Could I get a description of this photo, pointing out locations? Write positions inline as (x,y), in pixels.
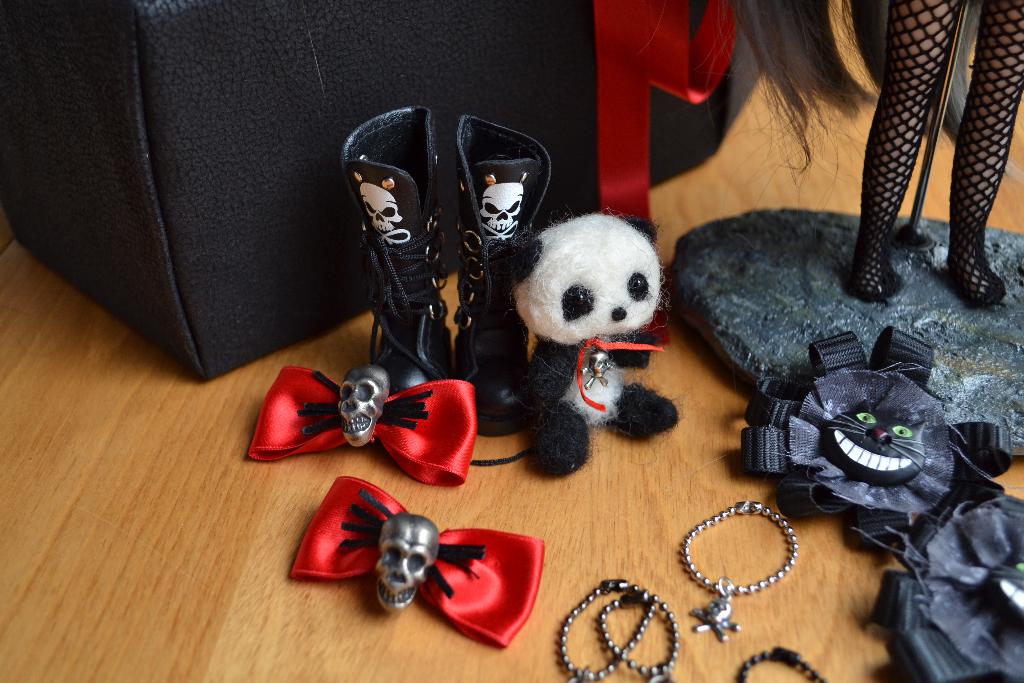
In this image I can see toys (865,256) kept on the floor (224,461) and I can see some clothes (749,471) and chains (787,528) visible on the floor (98,546) and I can see black color box (182,103) visible on floor (38,422).
